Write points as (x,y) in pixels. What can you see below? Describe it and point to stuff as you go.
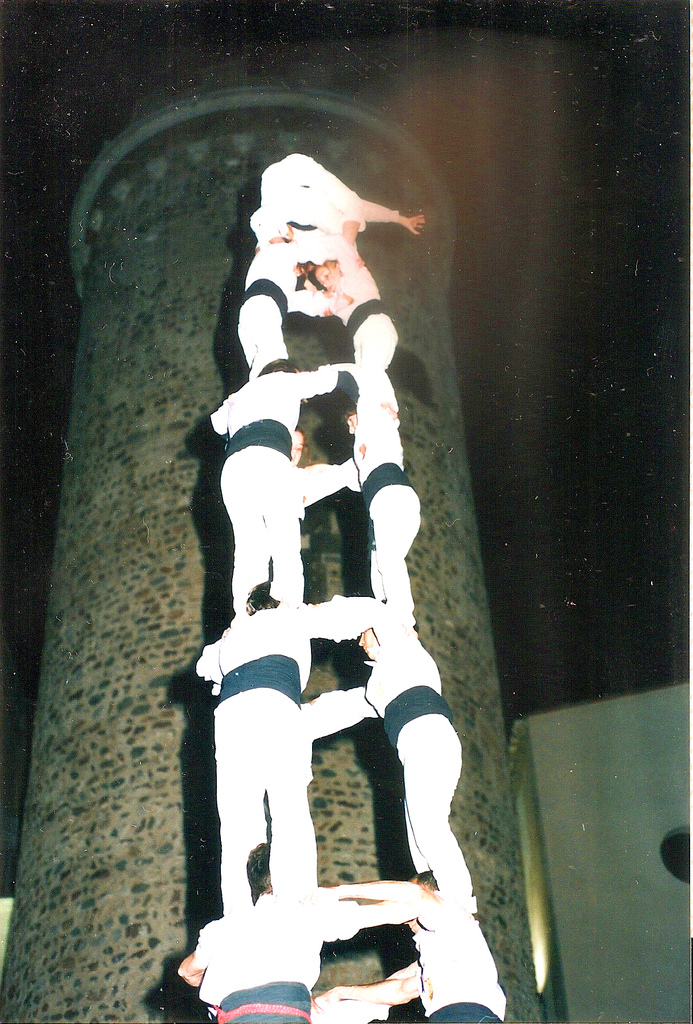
In this image I can see a group of people (331,289) standing one above the other. In the background (187,335), I can see the wall (86,741).
